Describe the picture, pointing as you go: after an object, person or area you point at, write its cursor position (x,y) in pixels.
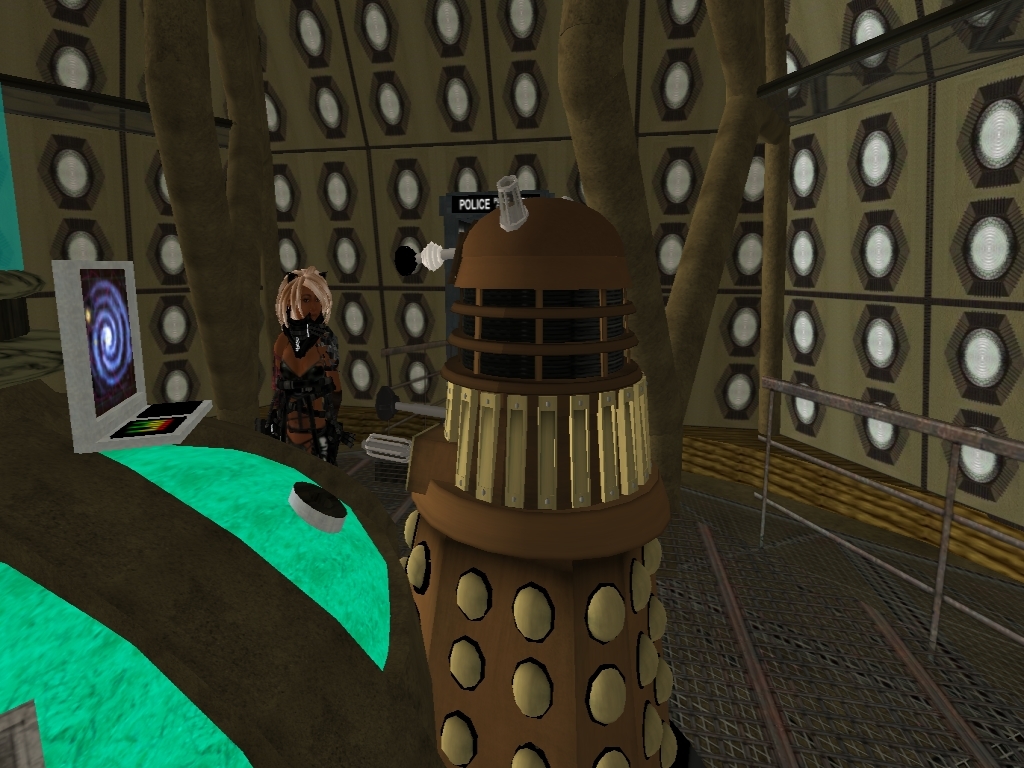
This is an animated image. I can see a person (313,364) standing. On the left side of the image (138,420), I can see a screen (98,343) on an object (118,536). There is a machine (582,574) on the floor (825,619). On the right side of the image (879,561), I can see iron grilles (812,391). In the background (491,126), there is a wall (341,144).
